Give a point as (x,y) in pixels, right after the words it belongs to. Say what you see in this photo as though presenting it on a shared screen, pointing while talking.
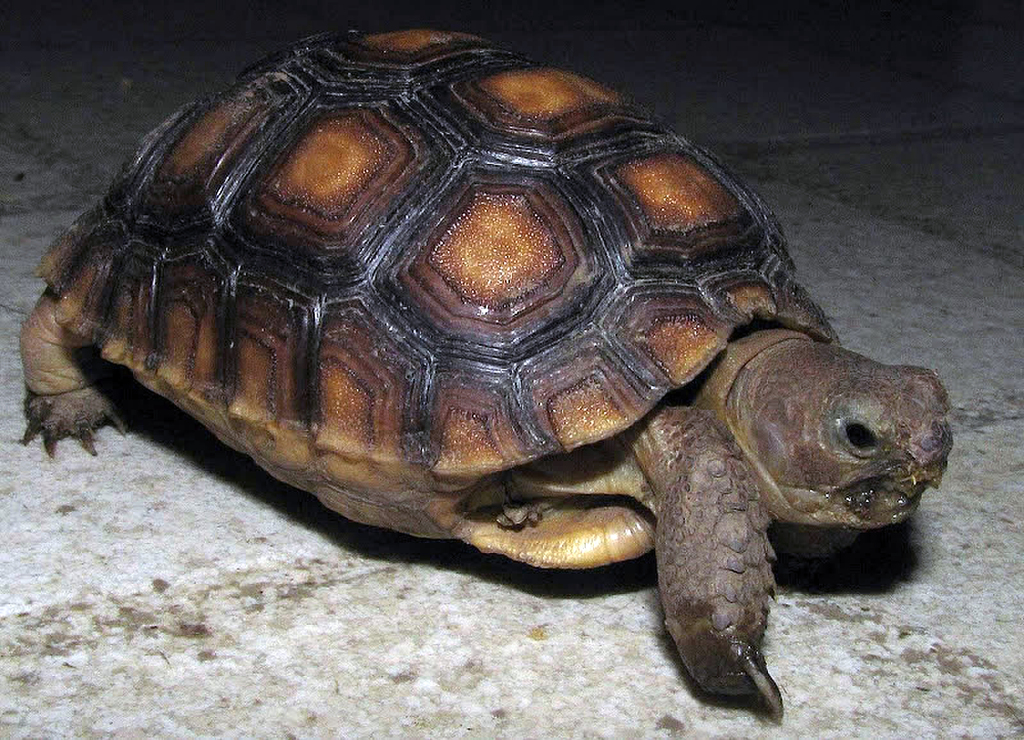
In this image there is a tortoise (564,378) on the floor (393,630).
